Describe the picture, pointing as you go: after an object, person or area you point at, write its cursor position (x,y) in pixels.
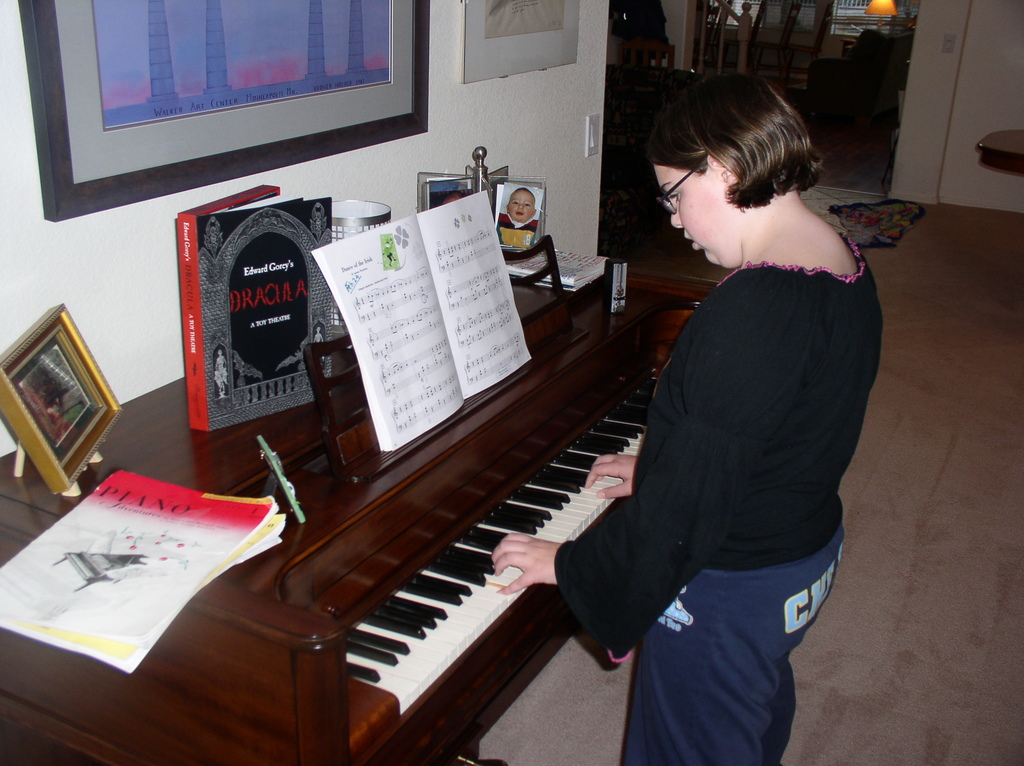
In this picture there is a woman (772,462) standing and playing a piano (581,493). There is a book (416,310), a frame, few frames (531,204) and a container (353,225) on the desk (308,722). There is a frame (268,83) on the wall (510,99). There is a lamp (873,13) and sofa (864,79) at the background (862,85).
